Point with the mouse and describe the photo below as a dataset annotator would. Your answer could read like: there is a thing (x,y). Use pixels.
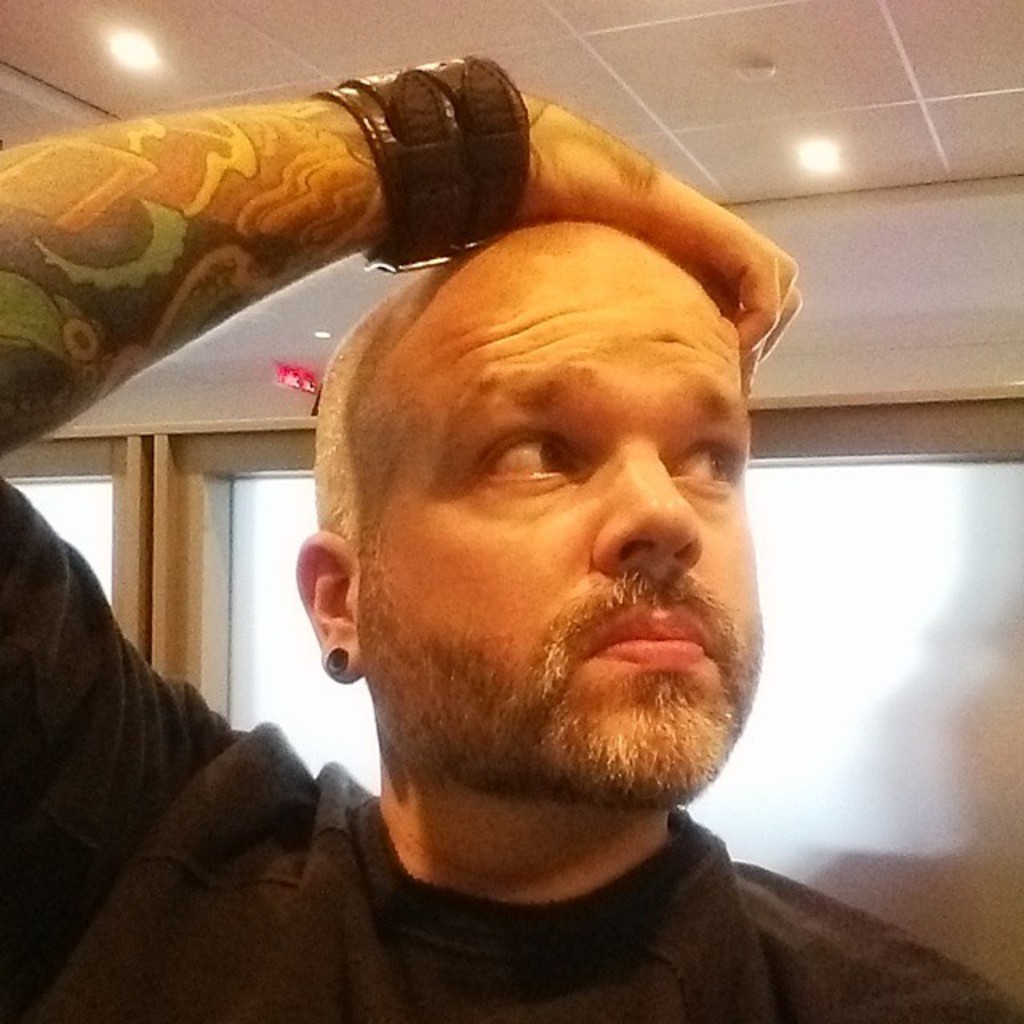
In the image there is a man (431,391), he is looking towards his right and he is wearing some band (428,129) to his hand (653,186) and he kept his hand (633,172) on his head (661,302), behind the man (95,592) there are two windows (256,533).
